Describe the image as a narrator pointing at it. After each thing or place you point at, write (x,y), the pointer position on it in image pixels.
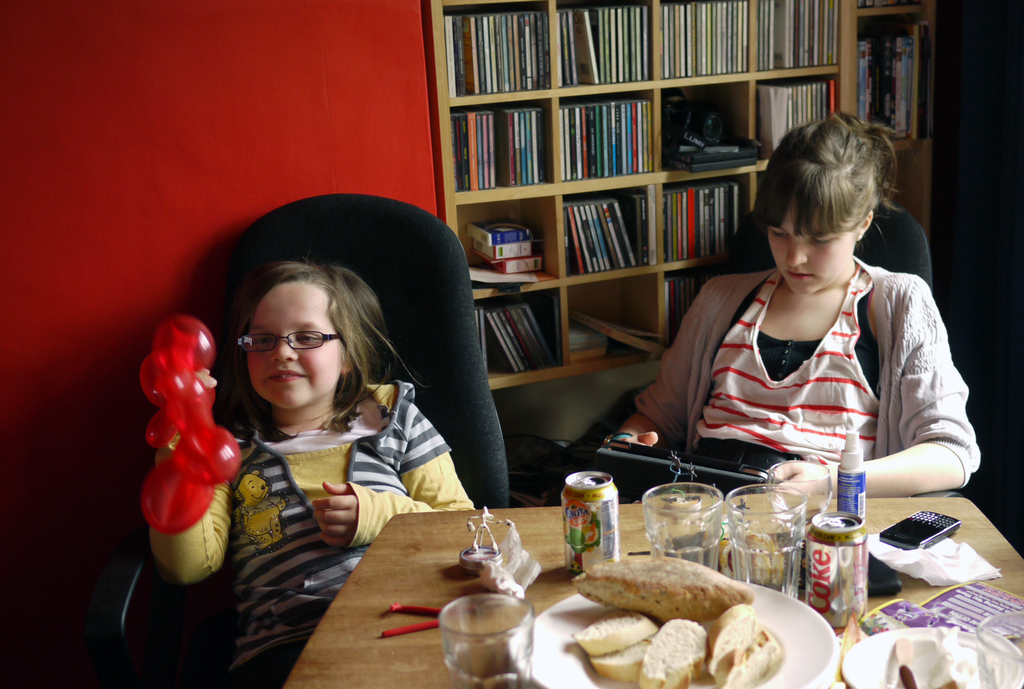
In this picture there is a girl (296,377) sitting on a chair (467,392) and holding an object (166,410). There is a woman (791,304) sitting on the chair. There are many books (502,253) in the shelf (802,88). There is a glass (482,620), tin (612,508), food (691,623) in the plate (802,632), phone (893,542) and other items (927,558) in the table (561,546).
